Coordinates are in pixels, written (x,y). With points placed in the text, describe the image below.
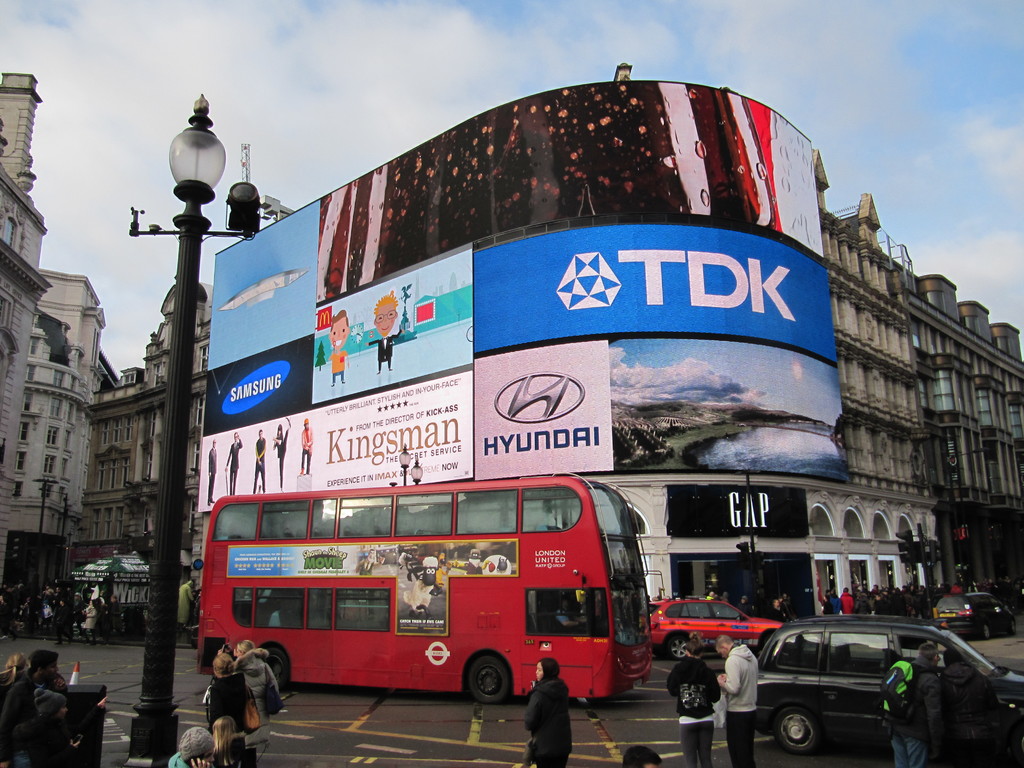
In this picture we can observe a red color bus (368,631) moving on the road (312,684). There is a pole (180,435) on the left side (197,237) which is in black color. There are some vehicles (677,638) moving on this road (719,756). We can observe some people (240,711) walking. In the background (38,426) there are buildings (895,359) and a sky (390,63) with clouds (367,57).
